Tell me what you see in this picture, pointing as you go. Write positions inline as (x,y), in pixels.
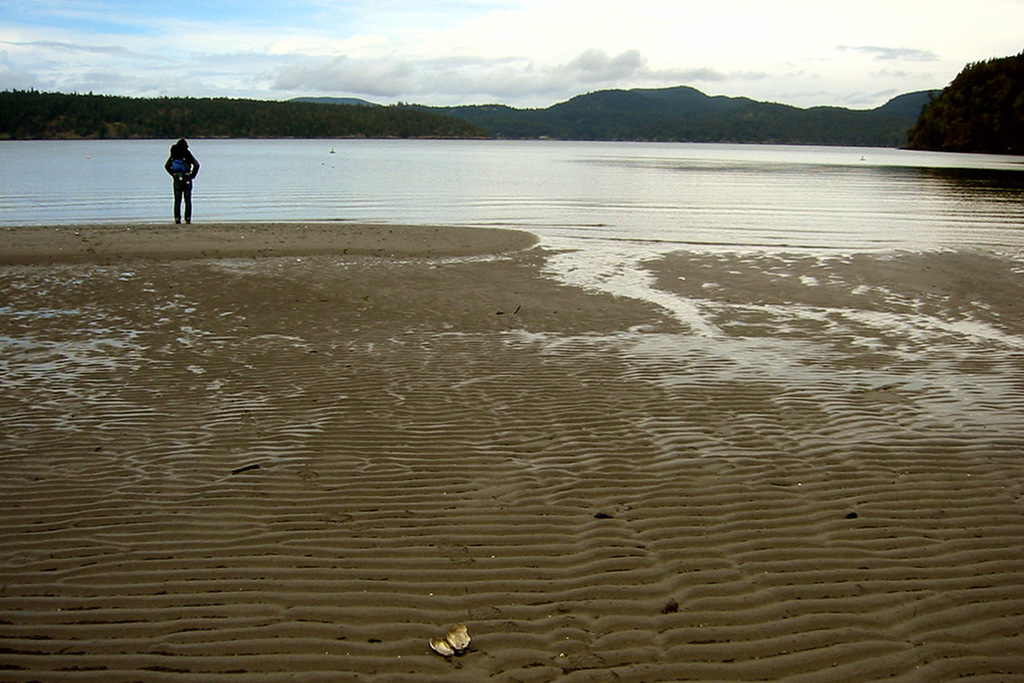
There is a river (712,177) and a person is standing on the river bank (840,291), in the background (767,128) there are few mountains (779,125) and trees (72,120).
